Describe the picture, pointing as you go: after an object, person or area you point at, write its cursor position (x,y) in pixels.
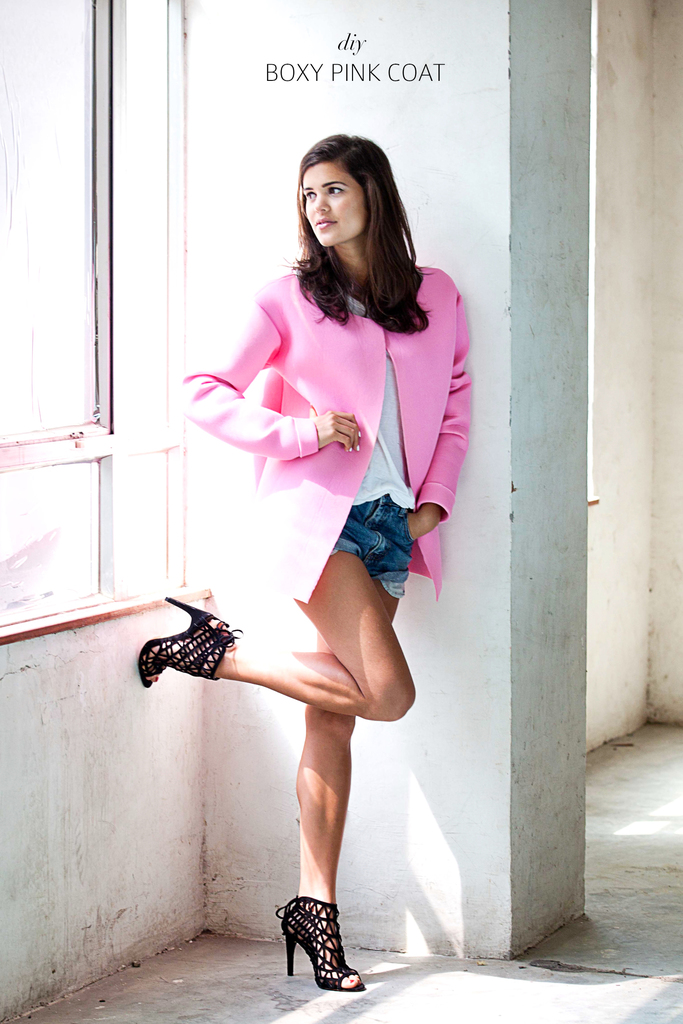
In this image I can see a woman (398,564) wearing pink, white and blue colored dress (356,510) is standing on the floor (283,963). I can see a window (33,259) to the left side of the image (81,387) and something is written at the top of the image (369,63).
